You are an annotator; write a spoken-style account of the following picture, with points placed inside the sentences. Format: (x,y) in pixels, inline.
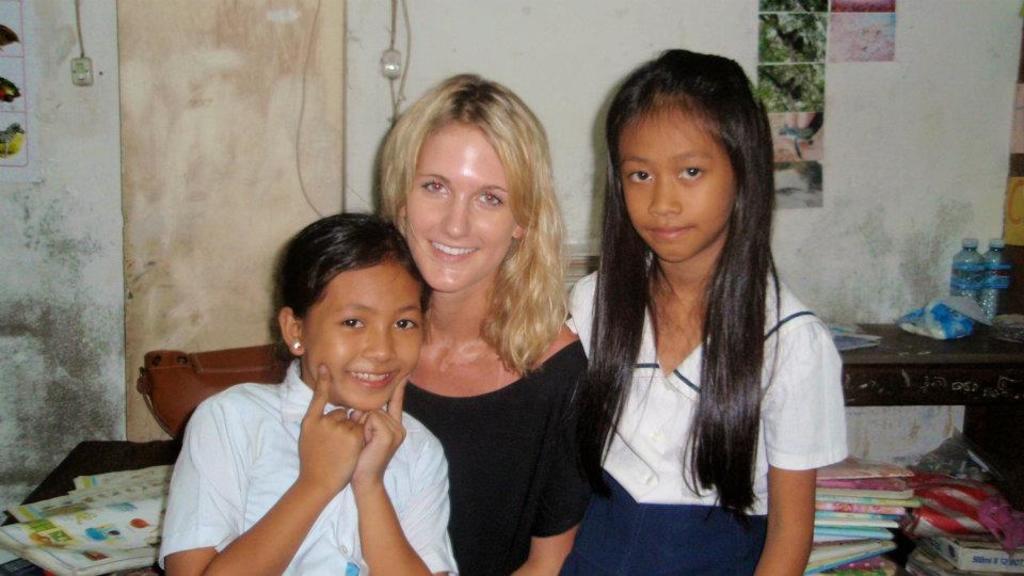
In this picture I can observe three members (577,357). Two of them are girls (644,408) and one of them is a woman (473,198). The woman (462,399) is wearing black color dress (481,407) and the girls (246,420) are wearing white color dresses (615,448). Behind them there are some books (824,494) placed under the table (854,379). In the background (316,99) I can observe a wall (488,47) on which some photographs (781,156) were stuck.
